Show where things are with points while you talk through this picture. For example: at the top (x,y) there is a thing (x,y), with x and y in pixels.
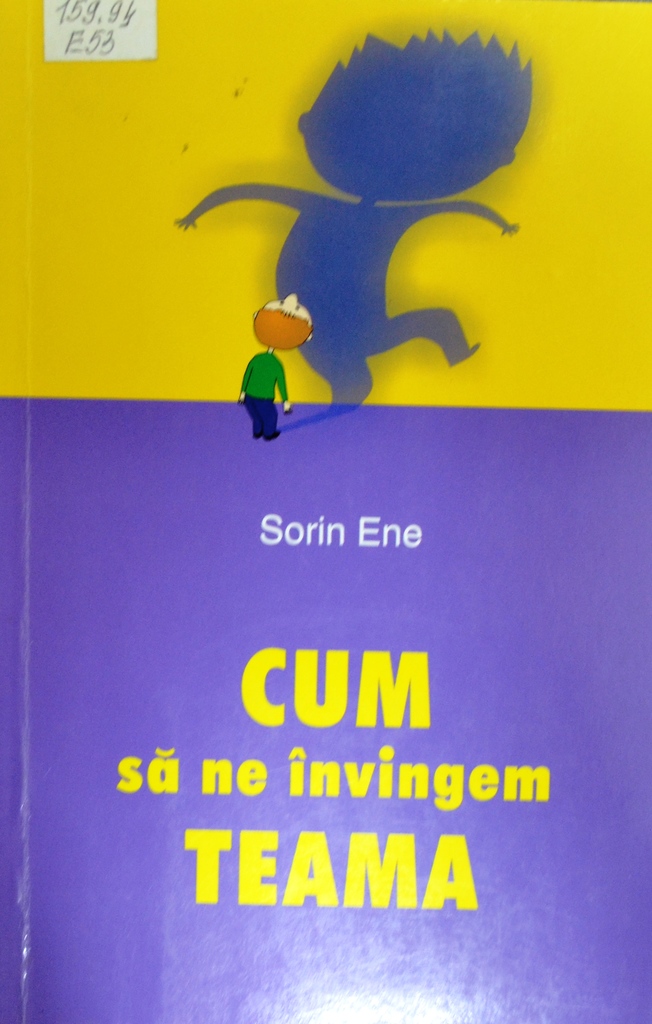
In this image there is an object (371,480) that looks like a board (371,480), there is text (377,677) on the board (288,635), there is a paper (120,37) towards the top of the image (130,36), there is a number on the paper (103,33), there is a man (269,359) standing, there is an object (343,351) that looks like a shadow (377,327) of a man (265,409).
